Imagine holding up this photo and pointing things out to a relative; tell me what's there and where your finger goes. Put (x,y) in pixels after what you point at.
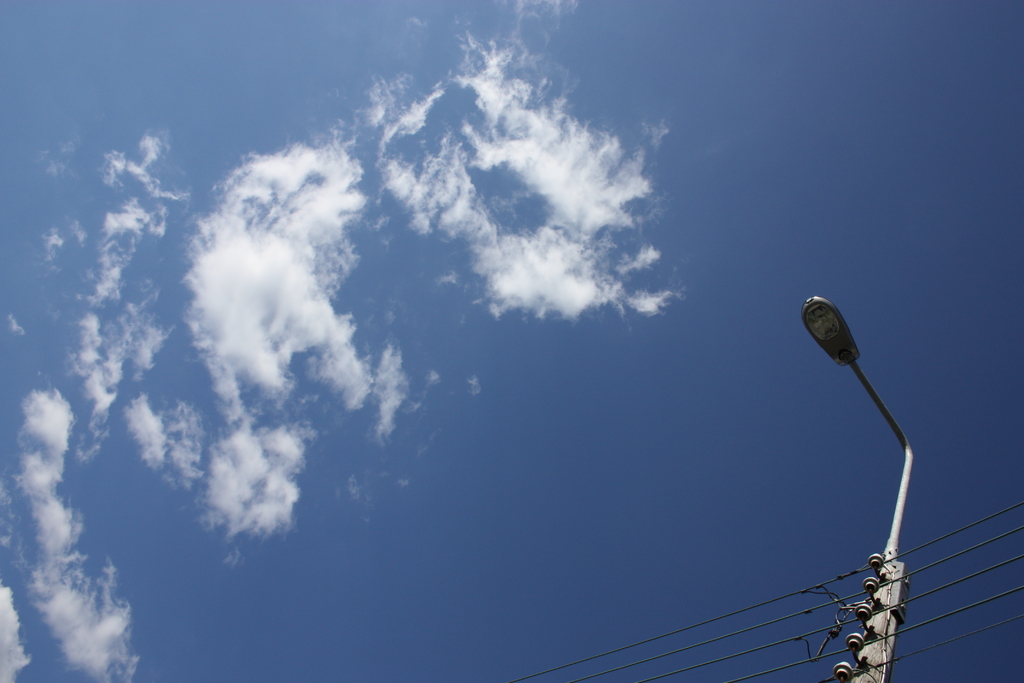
In the image there is a street light (875,658) on the right side (900,554) and above its sky (456,262) with clouds (571,179).
